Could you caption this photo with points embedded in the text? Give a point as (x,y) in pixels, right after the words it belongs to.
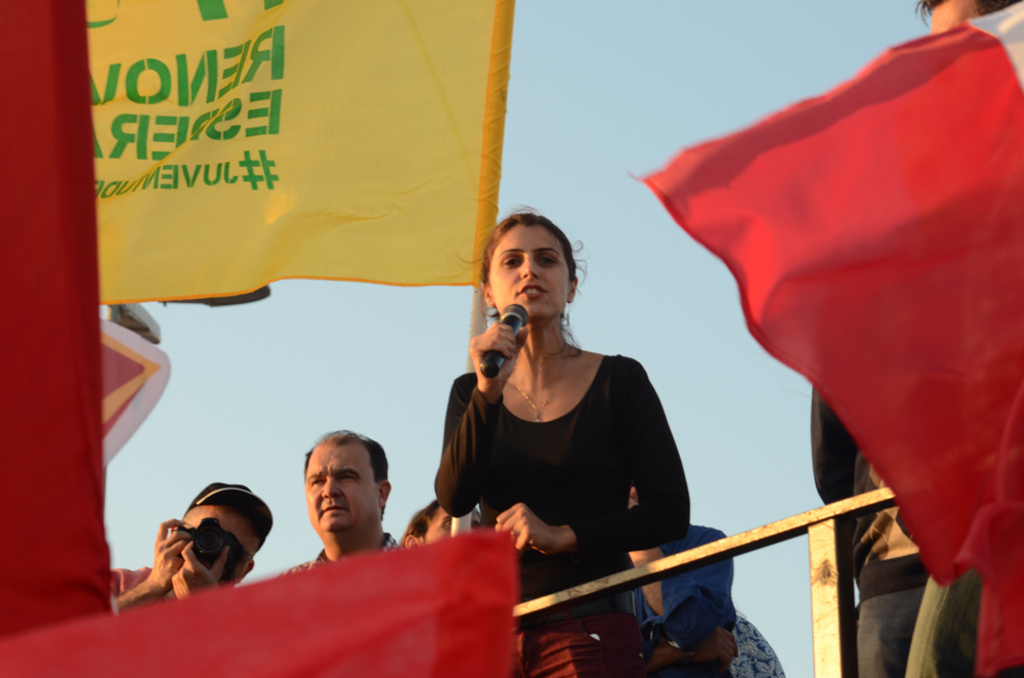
In the middle of the picture (597,395), we see the woman (530,459) in the black dress (616,423) is holding the microphone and she is talking on the microphone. Behind her, we see many people (698,592) are standing. In front of them, we see the railing (824,634). On the right side (775,299), we see a flag (910,289) in red and white color. The man (243,539) on the left side (239,562) is clicking photos with the camera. On the left side (72,348), we see the flags (164,607) in red and yellow color. In the background (532,148), we see the sky (568,148).
